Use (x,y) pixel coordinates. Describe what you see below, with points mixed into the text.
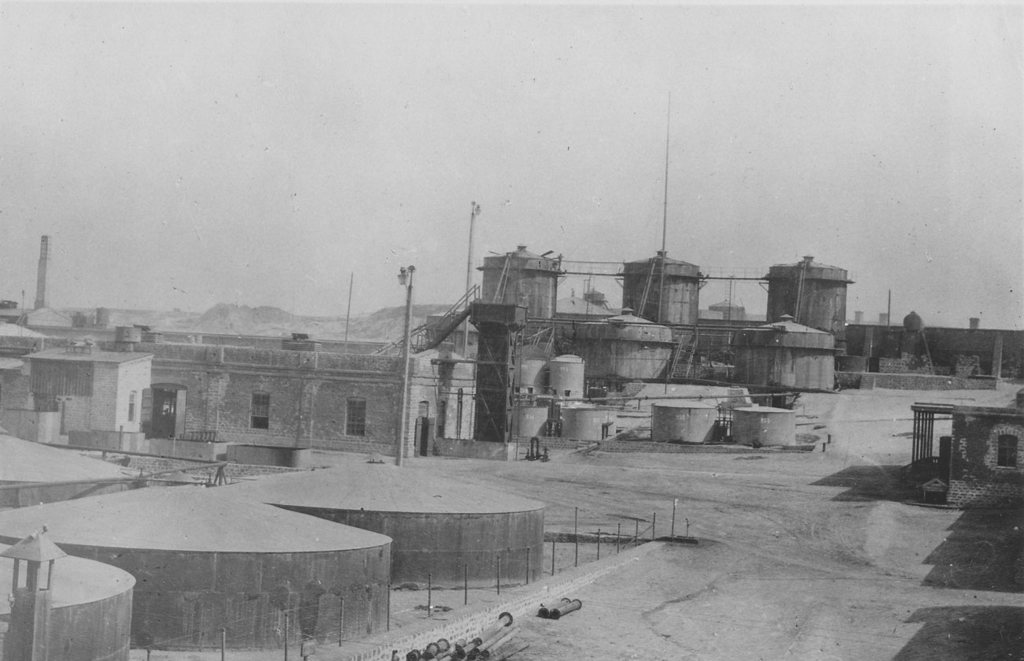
In the image we can see black and white picture of the buildings (255,364), poles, the footpath (402,639) and the sky (734,159).
